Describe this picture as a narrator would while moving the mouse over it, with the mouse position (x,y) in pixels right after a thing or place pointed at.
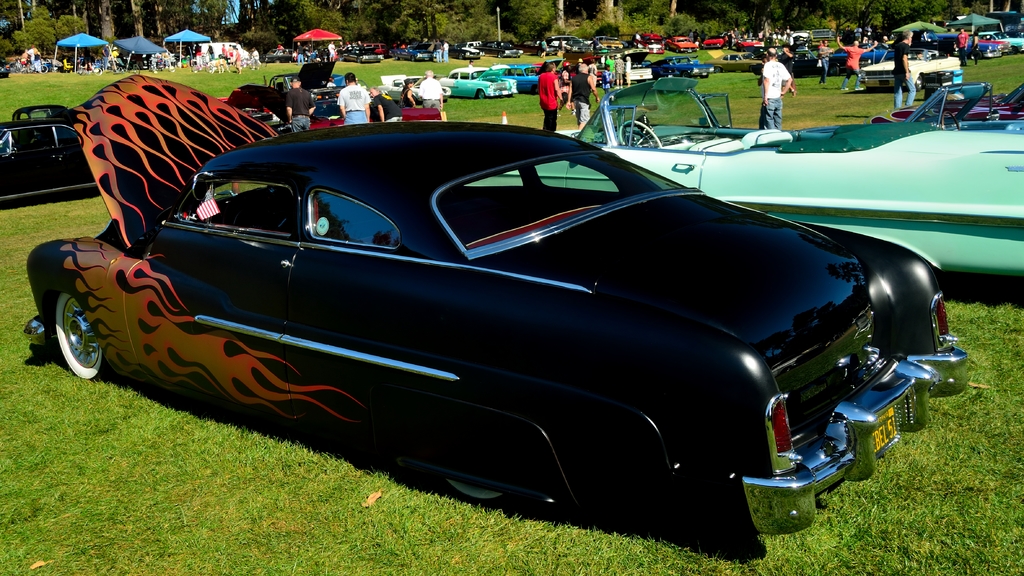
As we can see in the image there is grass (245,478), cars (29,114), few people (156,55) here and there, trees (223,38) and tents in the background (137,46).
